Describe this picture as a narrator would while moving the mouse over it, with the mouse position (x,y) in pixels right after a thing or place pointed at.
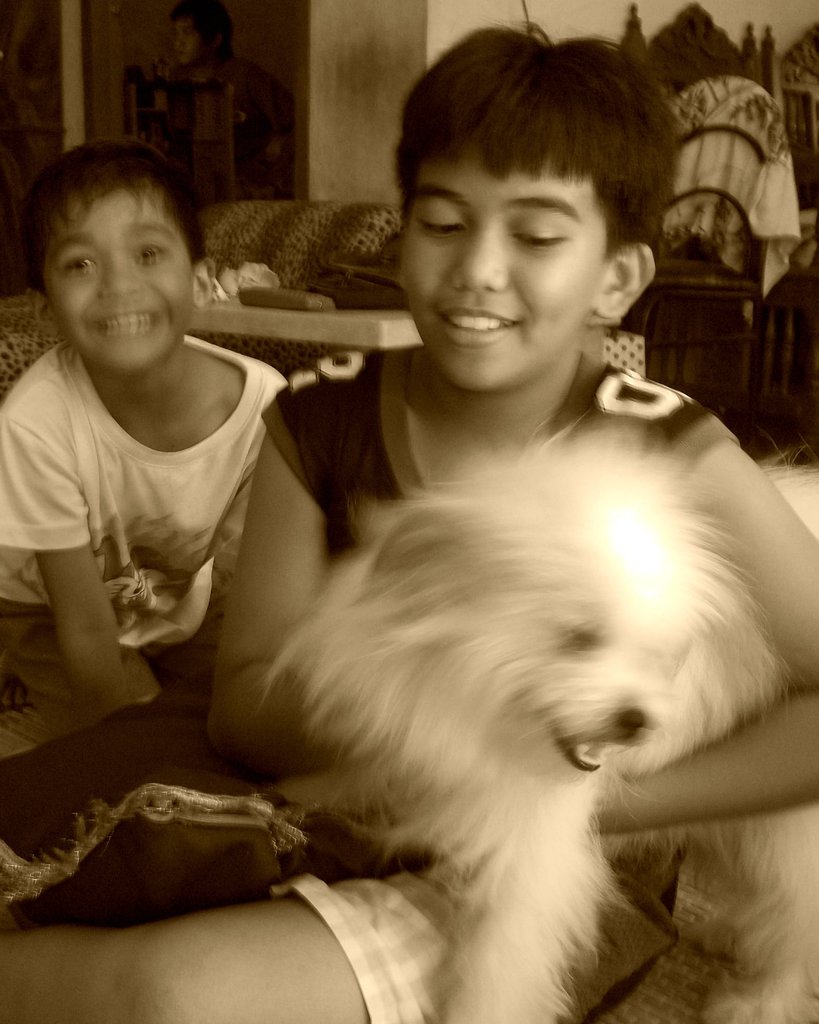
In this image, there are two boys (520,237) sitting on the floor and one holding a dog (614,547) of white in color and having a smile on their face (151,328). In the background (219,84), a wall painting (219,84) is visible and a wall (382,35) of white in color. This image is taken inside a room (565,524).
